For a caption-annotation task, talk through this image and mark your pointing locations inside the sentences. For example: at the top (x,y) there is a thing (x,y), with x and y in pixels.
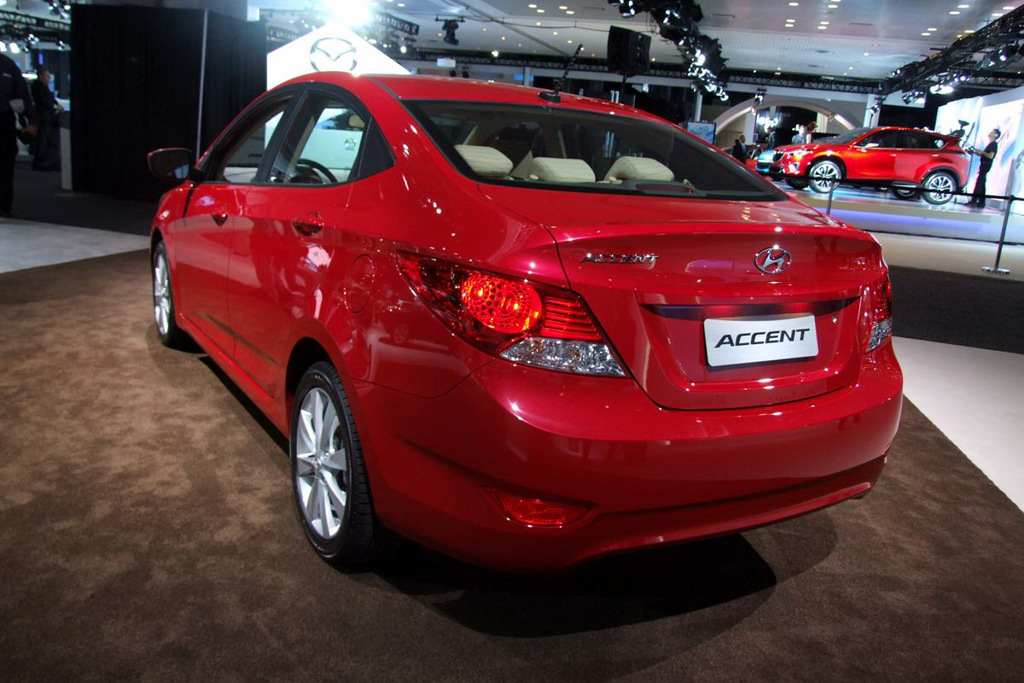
In this image, we can see a red car (611,374) is on the brown surface (729,637). Background (1016,170) we can see few vehicles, people (988,171), pillar (151,100), banners (979,143), lights (692,73), rods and few objects (242,84).
